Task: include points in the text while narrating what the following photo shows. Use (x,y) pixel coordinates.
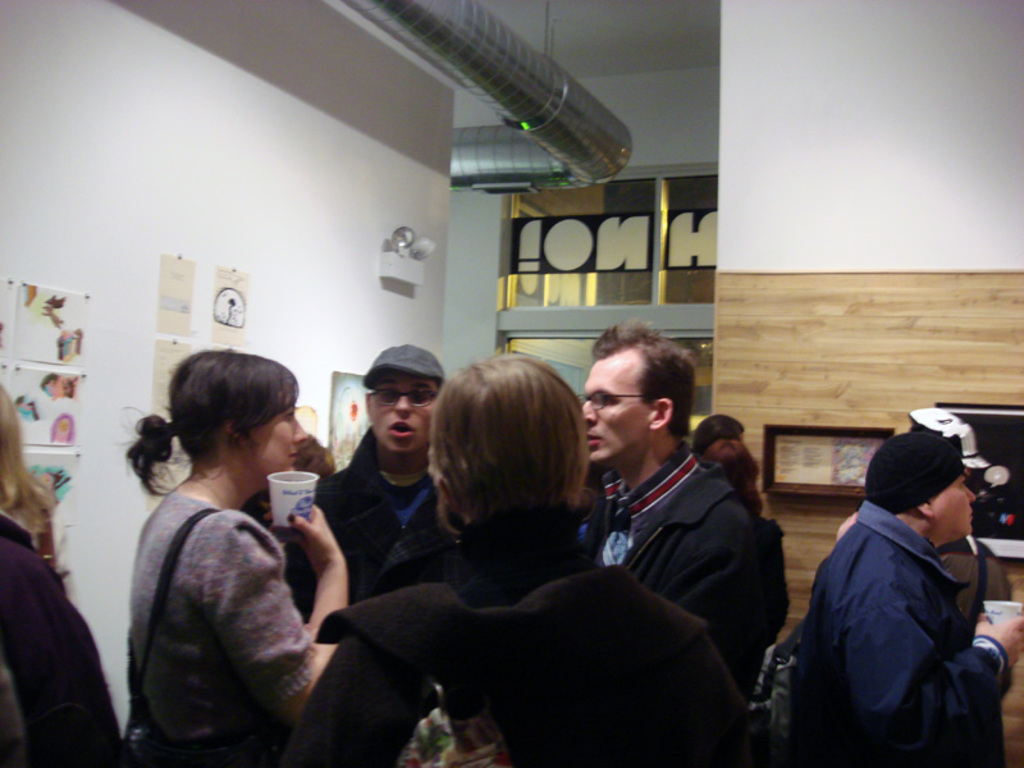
There are many people (483,572). Some are wearing caps (397,373), specs (428,399) and holding cups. On the wall (217,252) there are some photo frames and some other things (225,279) on it.
